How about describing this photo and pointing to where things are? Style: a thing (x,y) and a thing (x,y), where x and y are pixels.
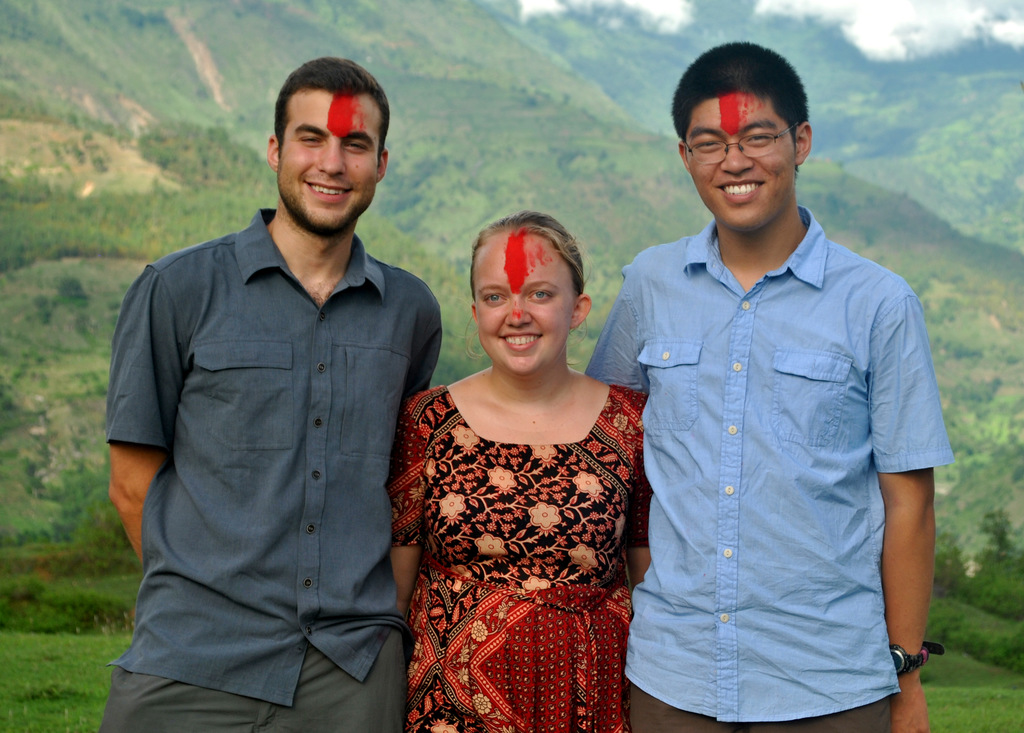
In the front of the image (229,665) three people (523,281) are standing and smiling. In the background (886,253) there are clouds (921,7), trees (957,358) and grass (969,707).
